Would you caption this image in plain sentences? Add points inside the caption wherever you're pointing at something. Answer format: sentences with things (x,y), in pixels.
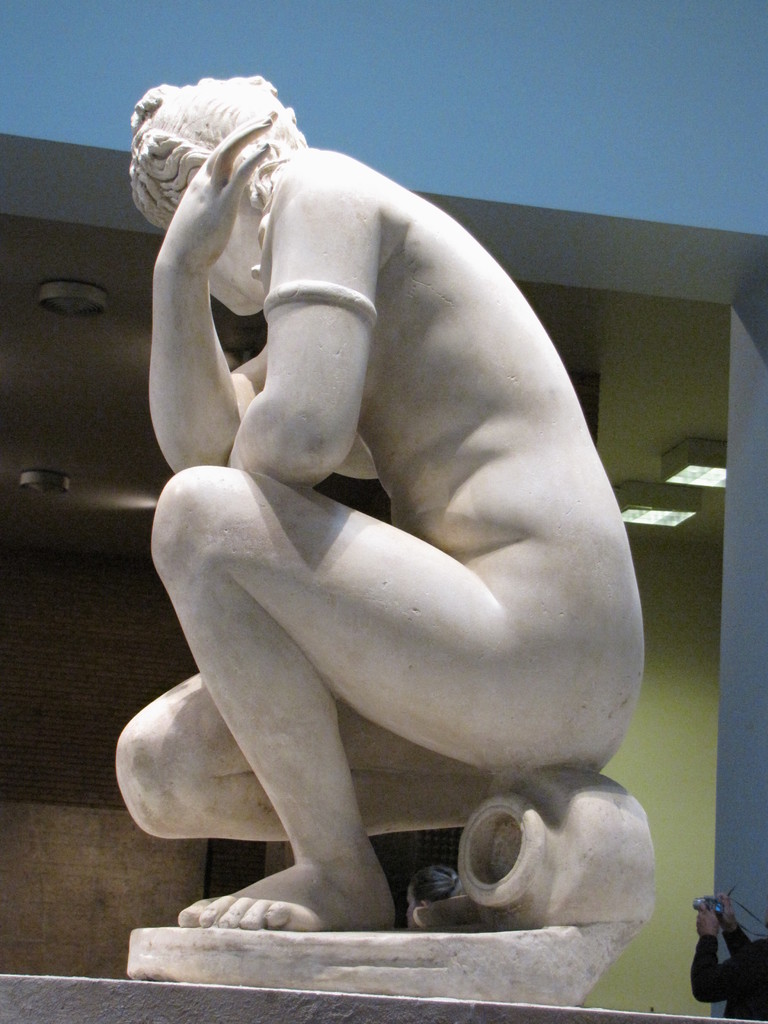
In the middle of the image (403,507) we can see a statue (546,517), in the background (640,511) we can find few lights (631,519), at the right bottom of the image (722,962) we can see a person (732,990) is holding a camera (706,899).
